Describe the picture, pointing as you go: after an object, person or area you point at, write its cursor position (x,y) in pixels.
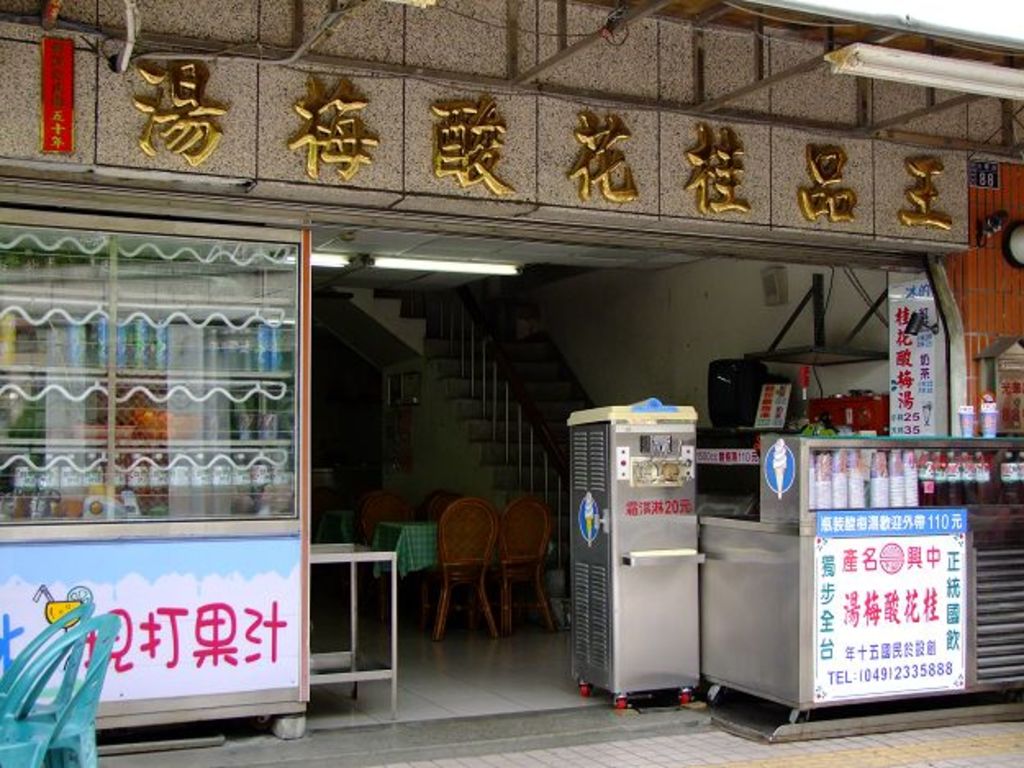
This image is taken outdoors. At the bottom of the image (614,753) there is a floor (885,745). On the left side of the image (251,320) there is a stall (127,371) and there is a board (132,573) with a text (144,624) on it. There are two empty chairs (52,673) on the floor (186,723). On the right side of the image (816,454) there is another stall (942,491) with a few boards (767,408) and there is a text (886,615) on the boards (884,631). There are a few glasses (852,482) and tumblers (905,459) in the stall (716,554). At the top of the image (387,105) there is a wall (858,194) with a text (194,102) on it and there is a light (908,56). In the middle of the image (496,485) there are a few stairs (486,373) with railing (544,502). There is a table (422,537) with a tablecloth (424,551) and there are four empty chairs (495,625).
